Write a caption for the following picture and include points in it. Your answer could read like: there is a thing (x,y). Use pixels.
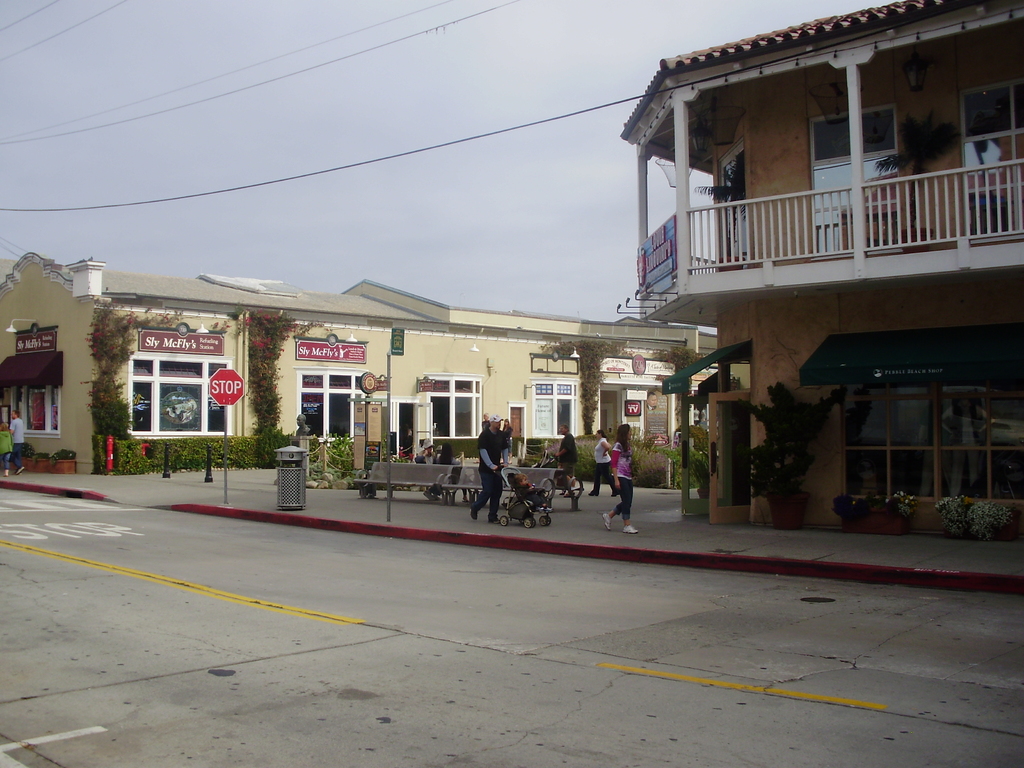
In this image we can see the shops (833,444). We can see some people (493,479) walking. We can see the cables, flower pots (775,440) and a baby trolley (511,488). And we can see sign boards (213,386) and some boards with some text (228,385) on it.
